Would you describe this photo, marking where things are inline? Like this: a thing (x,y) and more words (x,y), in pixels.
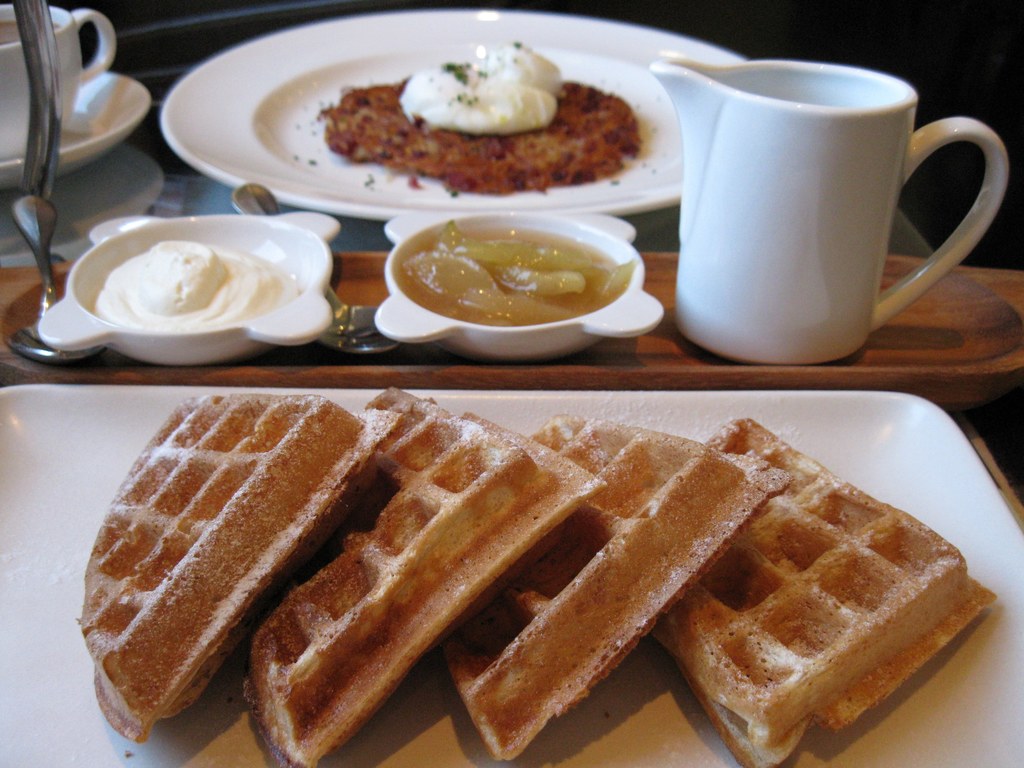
There is a tray (984,634) in the foreground, there are waffles (589,578) in it, there are bowls (245,266) and a plate (639,195) contains food items (473,179) and there is a mug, spoons (50,103), cup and a saucer (98,87) in the background area (96,105).
